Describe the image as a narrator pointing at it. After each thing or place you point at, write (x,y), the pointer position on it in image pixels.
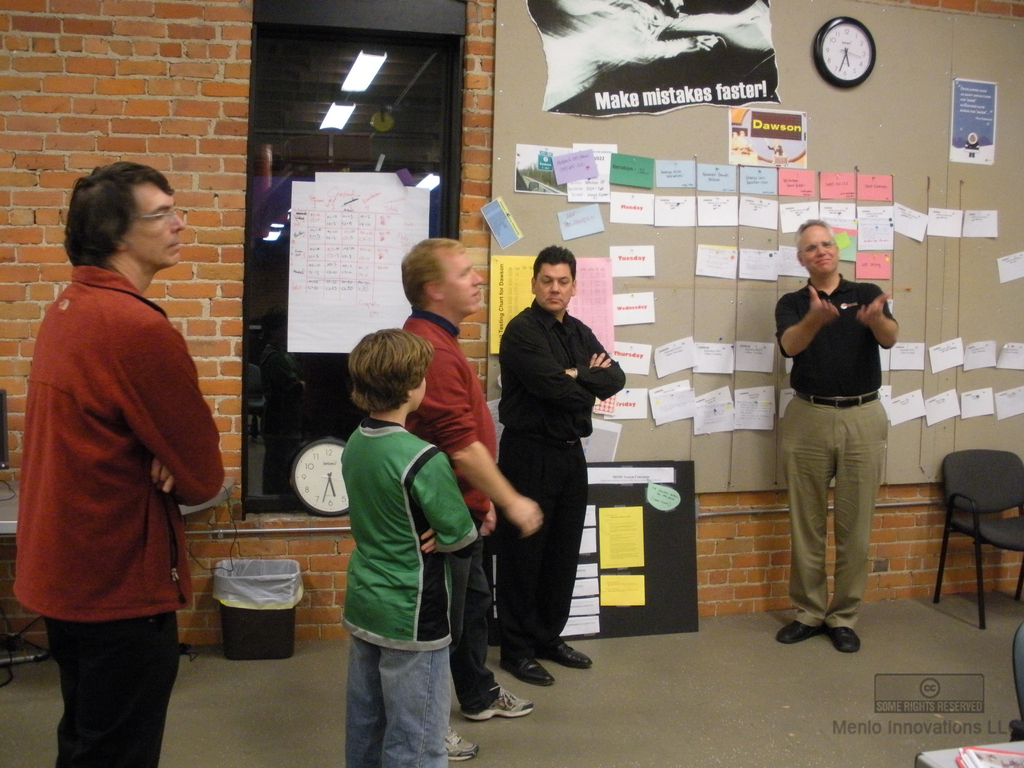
in the picture there are many people (513,502) in which there are four men (853,554) and one boy (406,745) one man (853,379) is talking, on the wall (886,150) there are many papers (701,249) attached there is a clock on the wall (1010,302).
